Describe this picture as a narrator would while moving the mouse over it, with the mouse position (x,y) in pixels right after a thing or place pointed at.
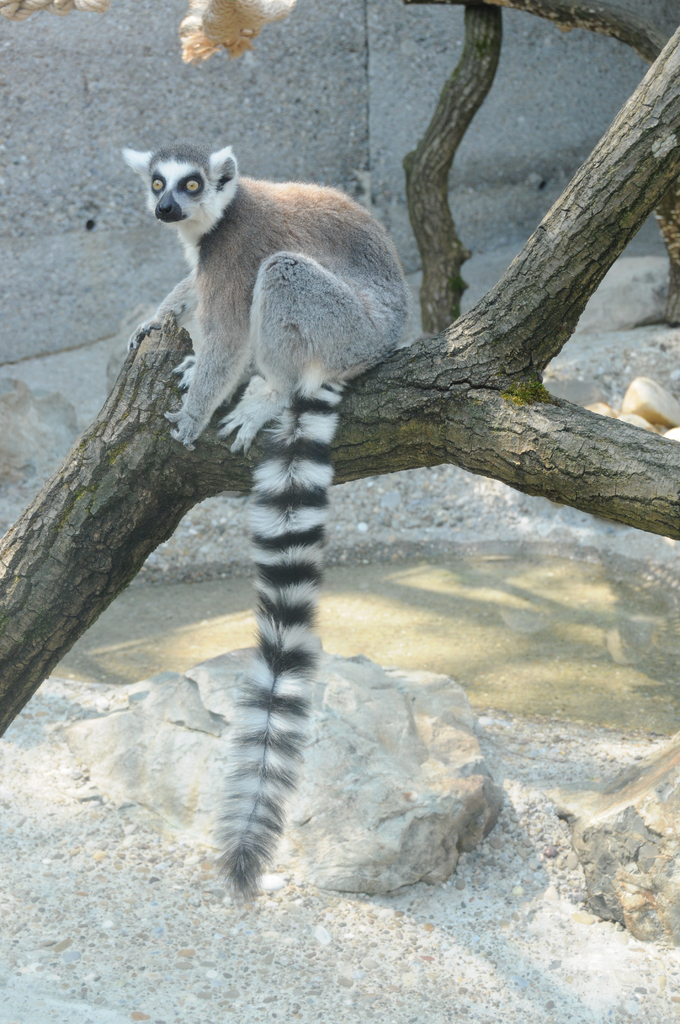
In this image I can see an animal (234,310) visible on trunk (537,361) of tree (347,450) and under the trunk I can see water (474,629) and stones (409,773) at the top (293,181) I can see the wall (327,90) visible.
